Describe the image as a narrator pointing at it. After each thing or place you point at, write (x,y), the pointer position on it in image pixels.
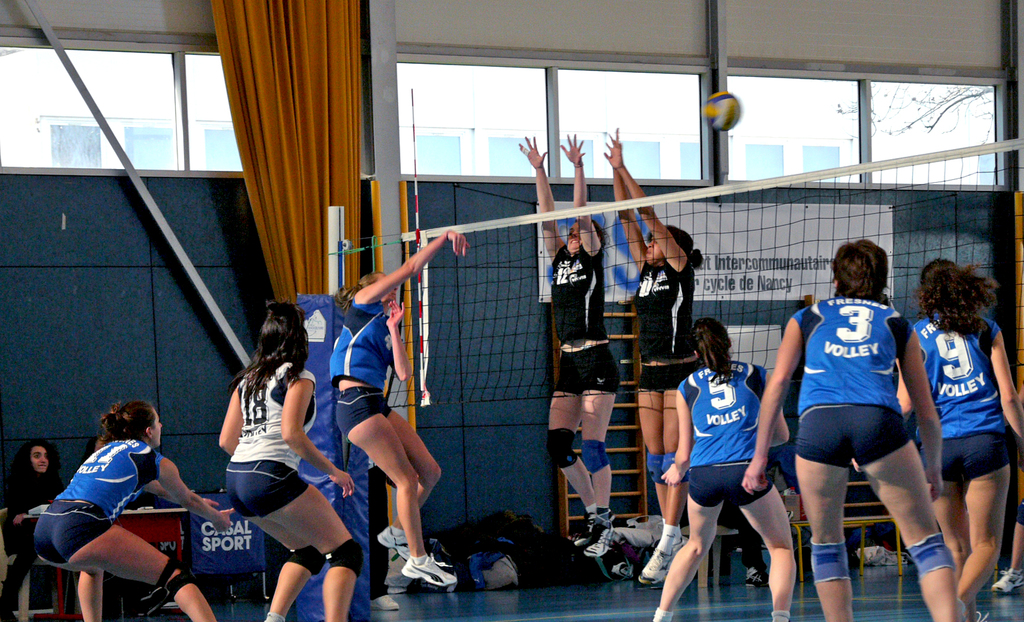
This image is taken indoors. In the background (236,265) there is a wall (163,287) and there are a few windows (514,128). There is a curtain (259,142). There are a few bags (512,539) on the floor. There are two tables (141,510) with a few things (40,510) on them and there is a board (229,539) with a text (213,535) on it. Two persons (44,490) are sitting in the chairs (24,603). In the middle of the image (370,410) a few women (378,425) are playing volleyball and there is a ball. There is a net (582,321). There is a banner (777,268) with a text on it.
